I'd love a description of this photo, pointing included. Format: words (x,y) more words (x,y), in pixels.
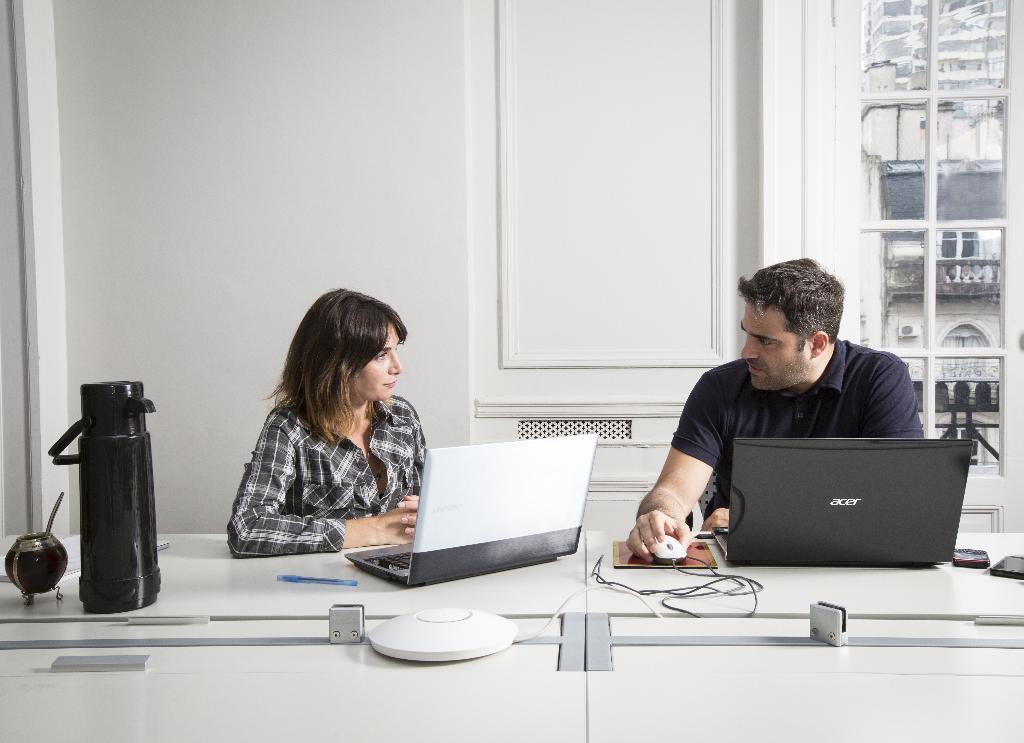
in the picture there is a room (546,373) in that room (546,373) there is a man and woman (302,323) sitting on a chair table (773,664) in front of them on the table (789,660) there are many things (899,514) such as laptops (918,515) with a mouse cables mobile phones (979,559) pens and a flask (83,519).
